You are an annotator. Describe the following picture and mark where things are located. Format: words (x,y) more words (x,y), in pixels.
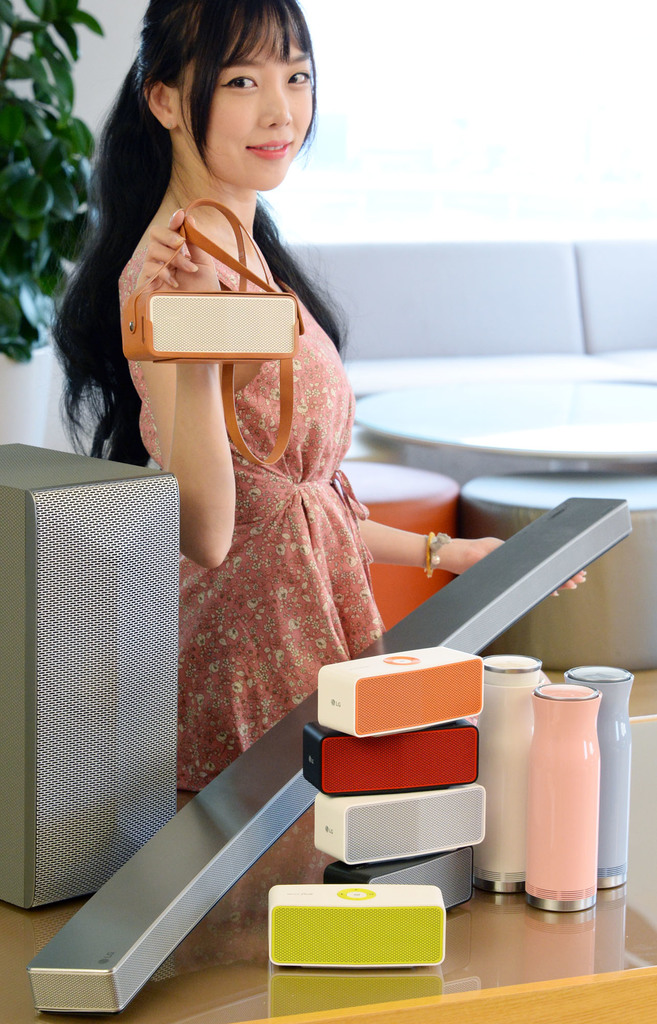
In this image I can see a person (253,372) is standing and holding something. I can see few bottles (623,764), few colorful boxes (382,784) and few objects (232,868) on the table (524,950). Back I can see a couch (507,295), table (530,449) and plant (58,21). Background (24,412) is in white color.
